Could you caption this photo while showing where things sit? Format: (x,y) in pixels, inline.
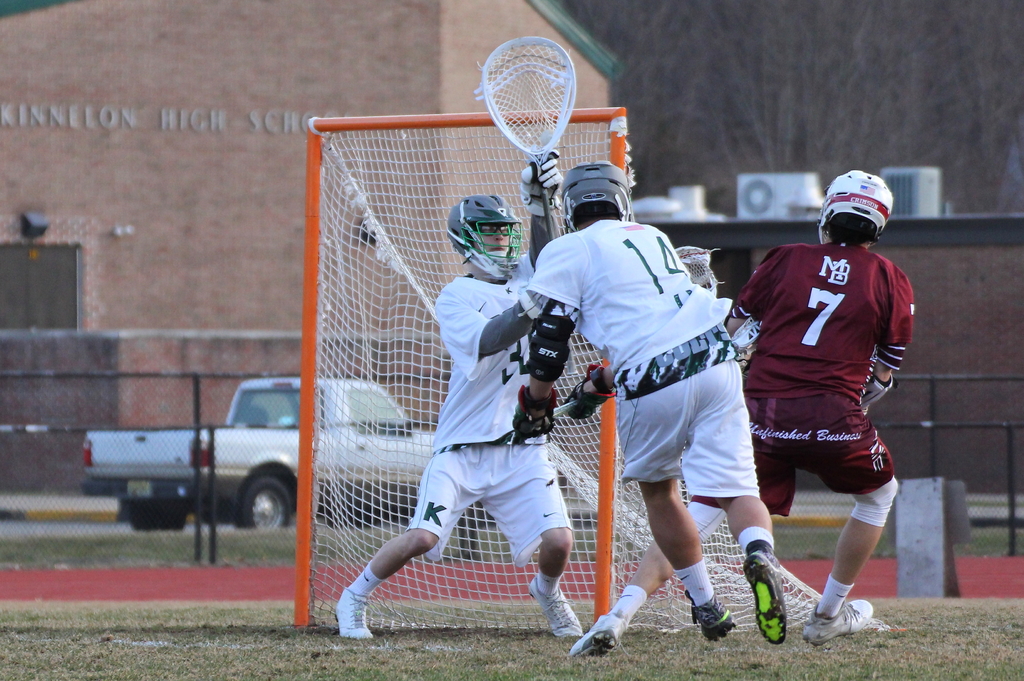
In the picture we can see a playground (302,653) with a grass surface (90,659) on it we can see some people (787,378) are playing and they are in a sports wear (501,290) and in the background (511,193) we can see a net (402,492) and behind it we can see a vehicle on the path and behind it we can see a school (732,282).
